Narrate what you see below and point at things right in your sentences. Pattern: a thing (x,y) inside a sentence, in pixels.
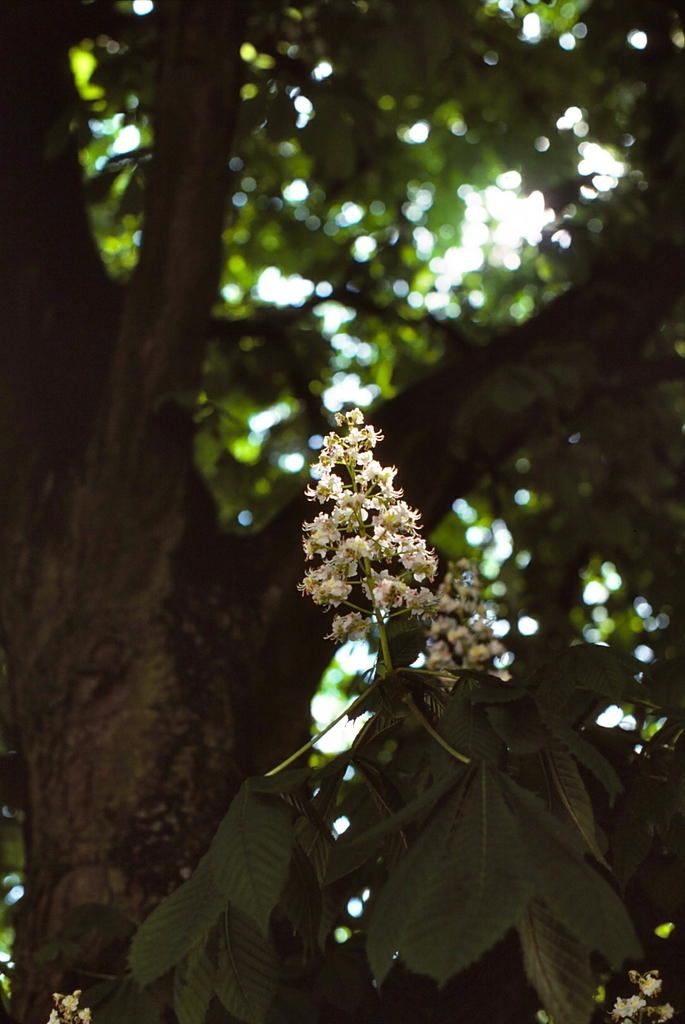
In this image I can see a tree (473,702) and flowers (384,526).
